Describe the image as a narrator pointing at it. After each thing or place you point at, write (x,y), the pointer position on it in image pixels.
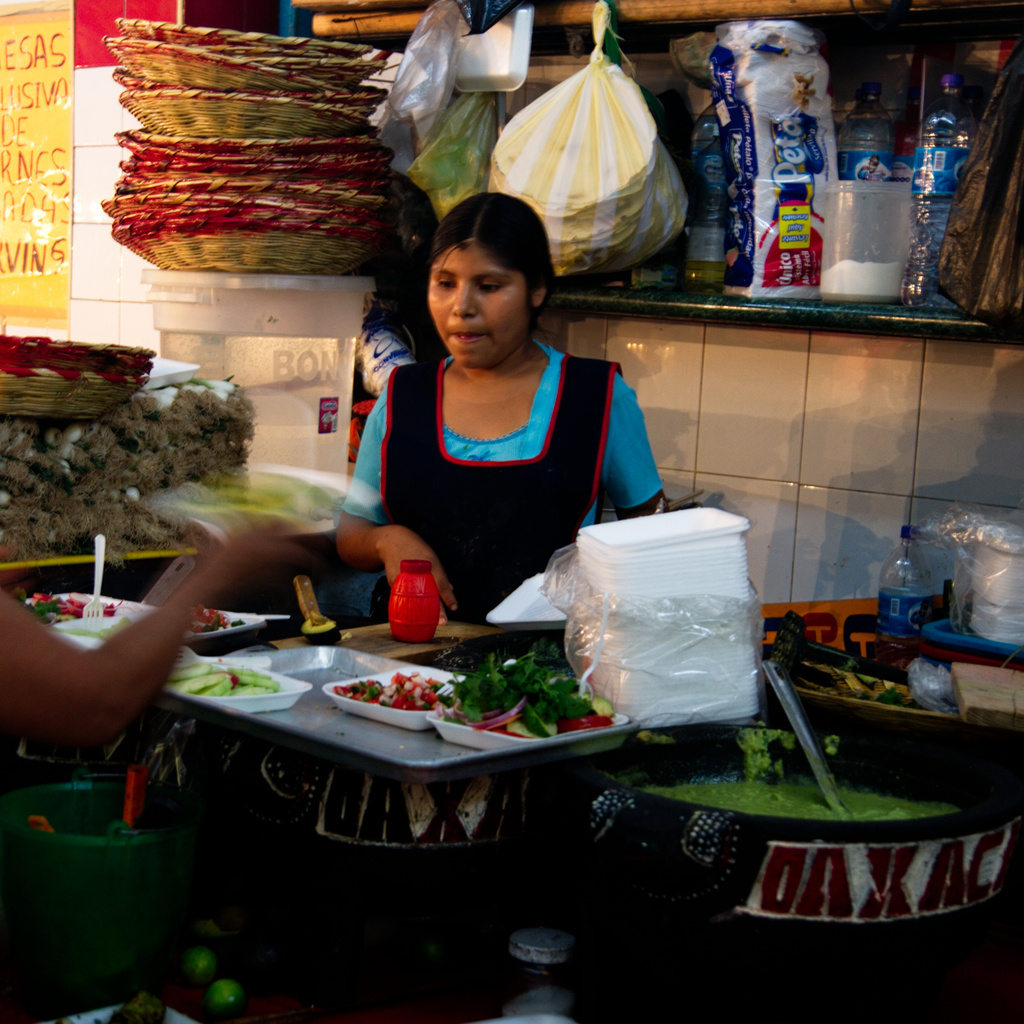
In the image we can see that, there are two person (428,442) standing opposite to each other. This is a plastic plate (659,551) and food (470,693). This is a spoon (786,716) and bottle (911,176). This is a container (866,268).
